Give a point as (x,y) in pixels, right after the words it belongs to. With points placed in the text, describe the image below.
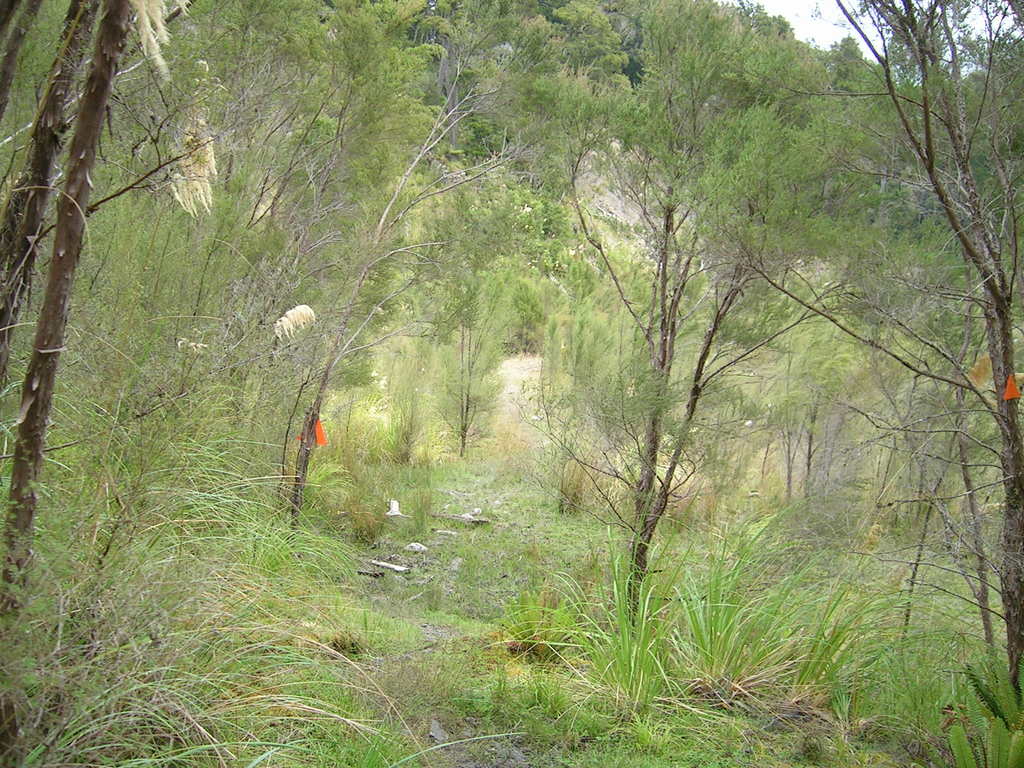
In the center of the image (365,338) there are trees (919,94). At the bottom (310,671) there is grass (645,615). In the background (811,10) there is sky (825,26).
